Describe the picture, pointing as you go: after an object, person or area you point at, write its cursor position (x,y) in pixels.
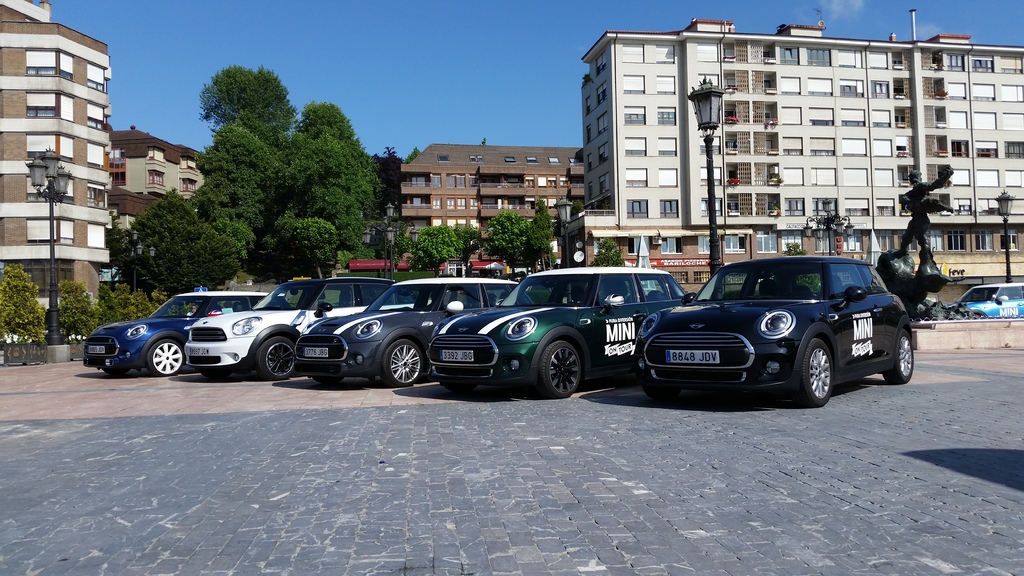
In the foreground of the picture (276,328) we can see cars (117,366) and pavement (492,420). In the middle of the picture (505,273) there are street lights (1007,277), trees (305,184), sculpture (912,226), vehicles (964,297) and buildings (446,161). At the top (443,65) there is sky (173,61).
